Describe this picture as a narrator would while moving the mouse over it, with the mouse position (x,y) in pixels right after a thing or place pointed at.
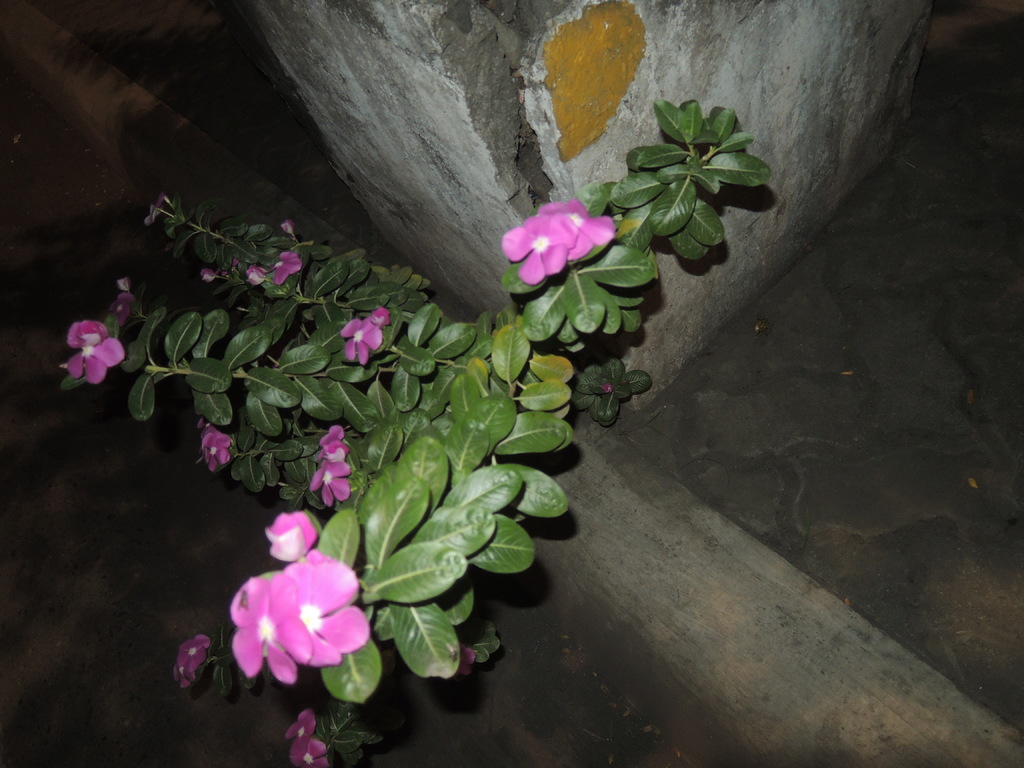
In the middle of the image (473,448) there is a plant (433,382) with leaves (548,307) and flowers (336,600). In the background (570,61) there is a wall (604,132). At the bottom of the image (706,721) there is a floor (606,699).
